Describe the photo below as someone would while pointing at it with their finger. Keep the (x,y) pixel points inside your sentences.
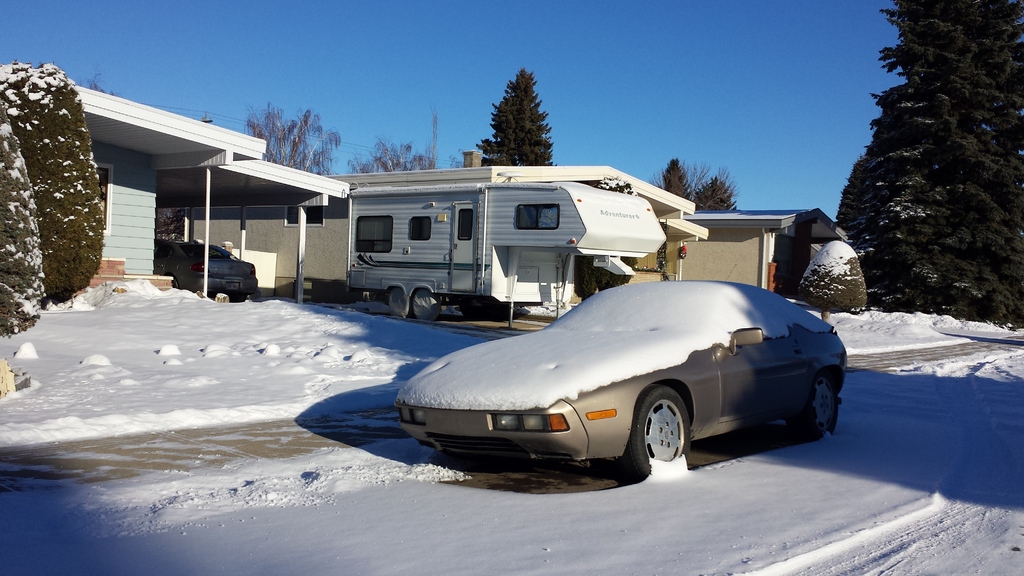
In this picture there is a car (662,408) on the road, at the top of the car (626,426) we can see the snow (658,319). At the back (441,229) there is a truck (527,217) near to the building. On the left (196,269) we can see car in front of the door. In the background (509,78) we can see the wires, trees (431,152) and sky (447,59).
